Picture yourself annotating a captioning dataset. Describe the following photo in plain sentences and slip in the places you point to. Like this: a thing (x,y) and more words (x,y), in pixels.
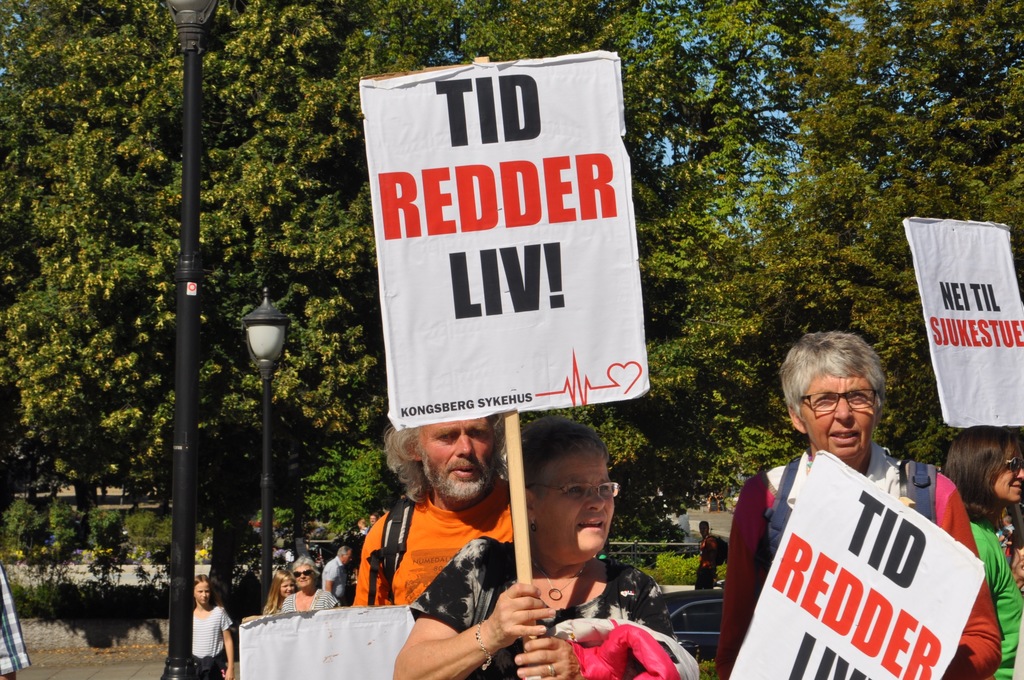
In the foreground of the picture (464,537) there are people (620,570) holding placards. In the center of the picture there are street lights (270,509) and people (704,522). In the background (280,265) there are trees (88,380), plants (13,531), building (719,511) and other objects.
